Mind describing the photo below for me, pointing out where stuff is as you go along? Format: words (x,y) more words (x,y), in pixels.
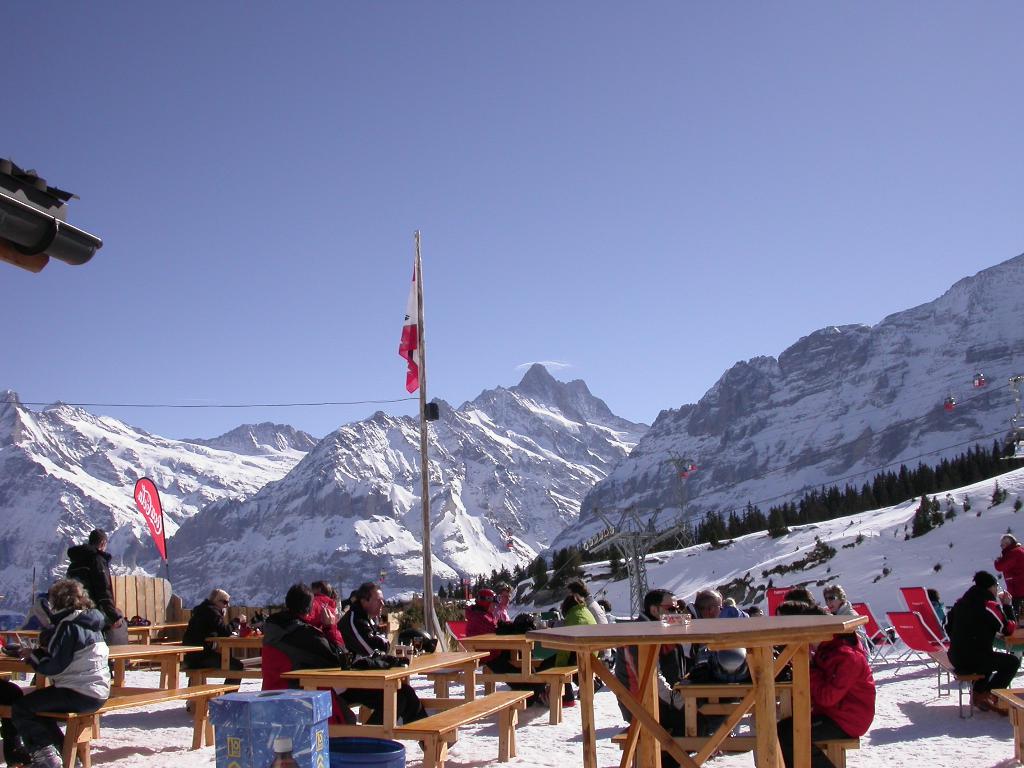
This is a flag (409,334) hanging to a pole (427,597). I can see groups of people (267,633) sitting on the benches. This looks like a table (645,649) with an object (665,617) on it. I can see two people (106,582) standing. These are the chairs (879,637). I think these are the snowy mountains (401,472). I can see the trees (872,499). This looks like a ropeway (941,403). At the bottom of the image (216,719), I can see an object (268,701). This is the snow (528,721). At the top of the image (351,107), I can see the sky (838,182).
